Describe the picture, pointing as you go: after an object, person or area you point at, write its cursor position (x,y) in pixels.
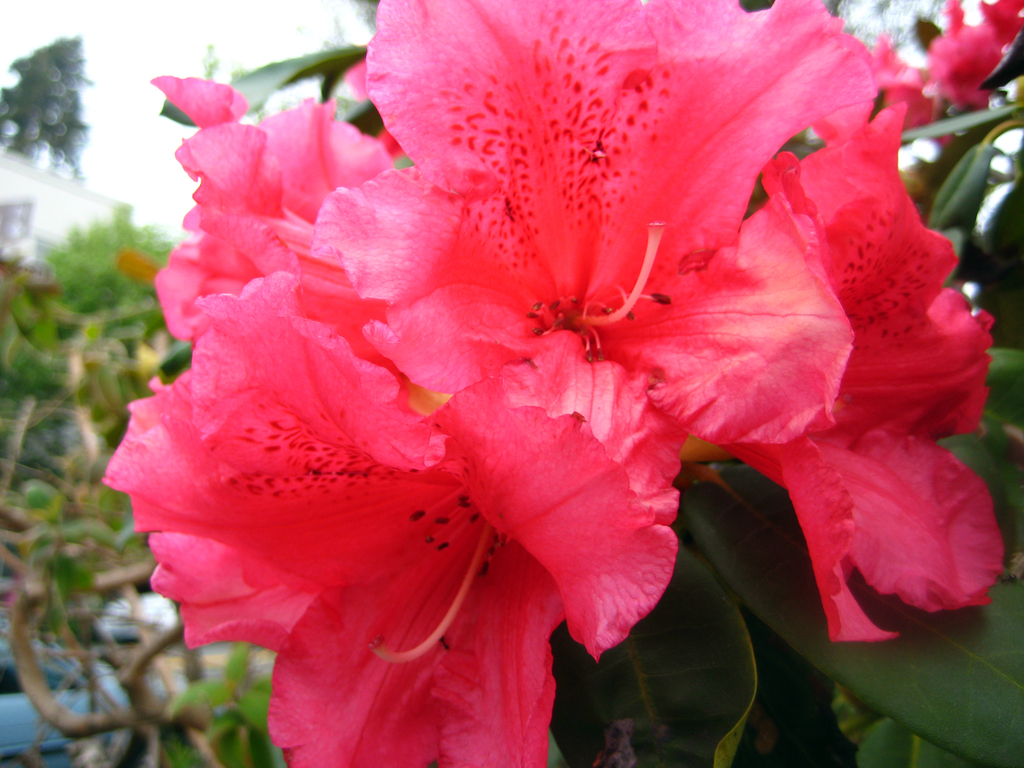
This picture contains flowers (434,467) which are pink in color. Behind that, there are trees (80,255) and a building (75,227) in white color. In the background (136,113), it is blurred.
